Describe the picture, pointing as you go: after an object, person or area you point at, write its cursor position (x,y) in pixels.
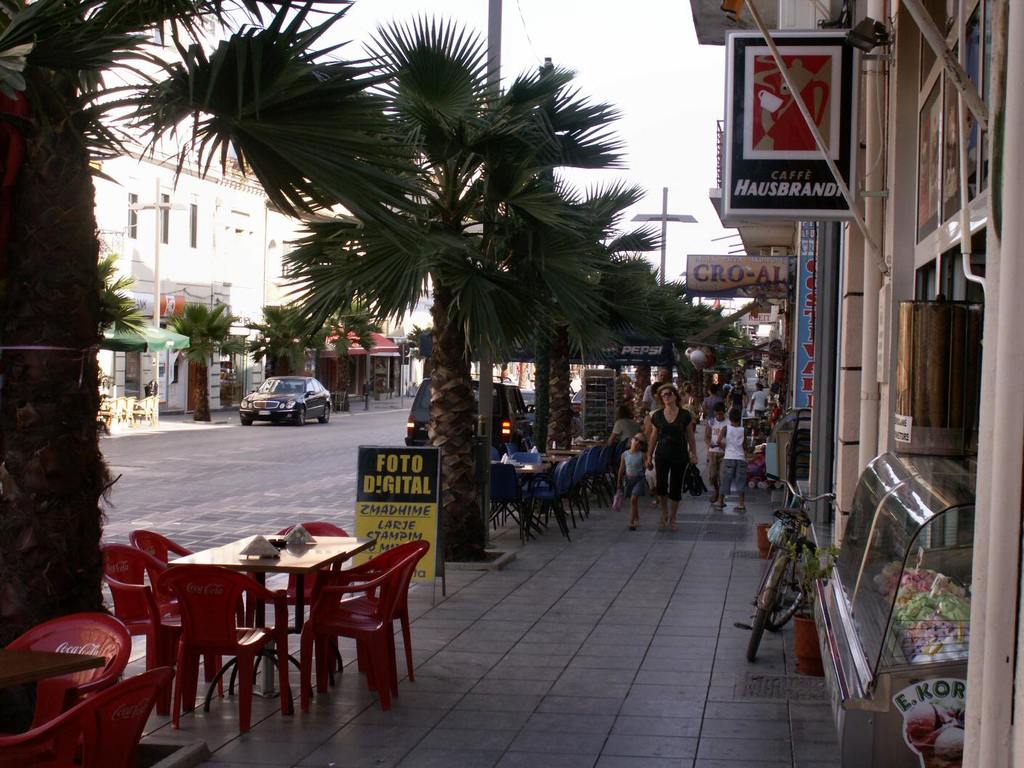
in the middle of the image (462,470) there is a tree (468,114). Behind the tree (449,373) there is a vehicle (510,415). In the middle of the image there is a car (293,381). Top right side of the image (939,13) there is a building (907,32) and banner (754,81). Bottom right side of the image (876,647) there is food store (903,453). Behind the store (870,488) there is a bicycle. In the middle of the image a few people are walking. Bottom left side of the image (332,553) there is a table (277,565), Surrounding the table (295,560) there are some chairs (374,576). Top left side of the image (172,207) there is a pole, Behind the pole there is a building (244,237).
